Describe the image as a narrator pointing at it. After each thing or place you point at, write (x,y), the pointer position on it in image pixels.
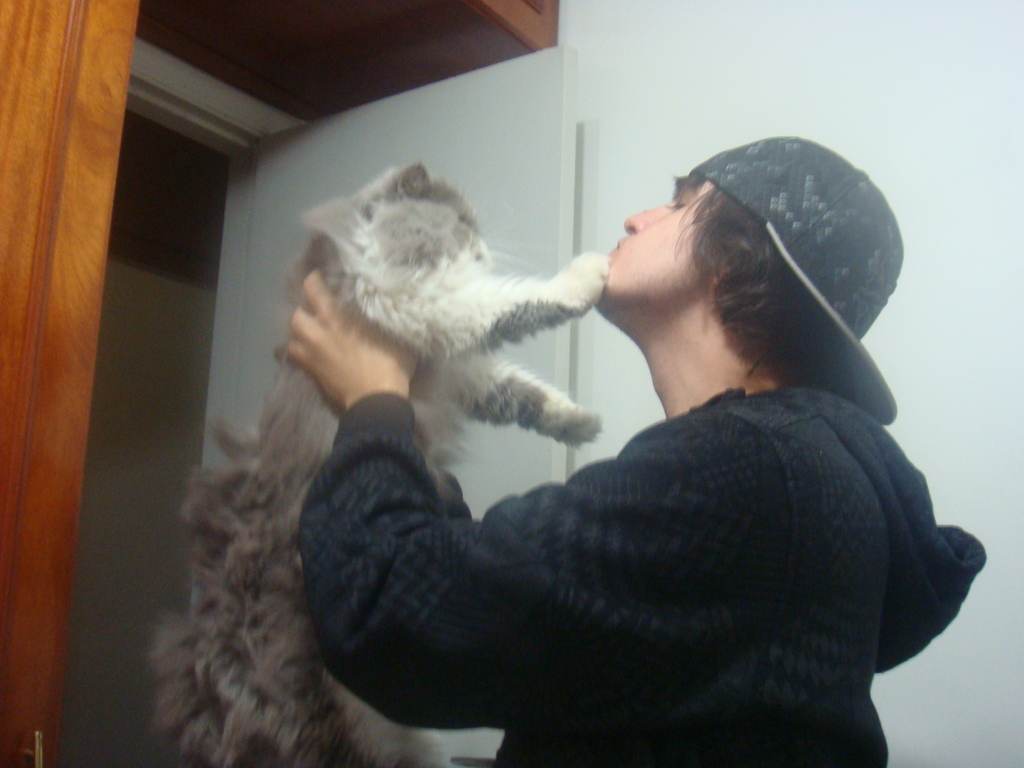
In this image we can see a person (634,656) holding a cat (278,620) and we can see the wall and the door (509,171).
